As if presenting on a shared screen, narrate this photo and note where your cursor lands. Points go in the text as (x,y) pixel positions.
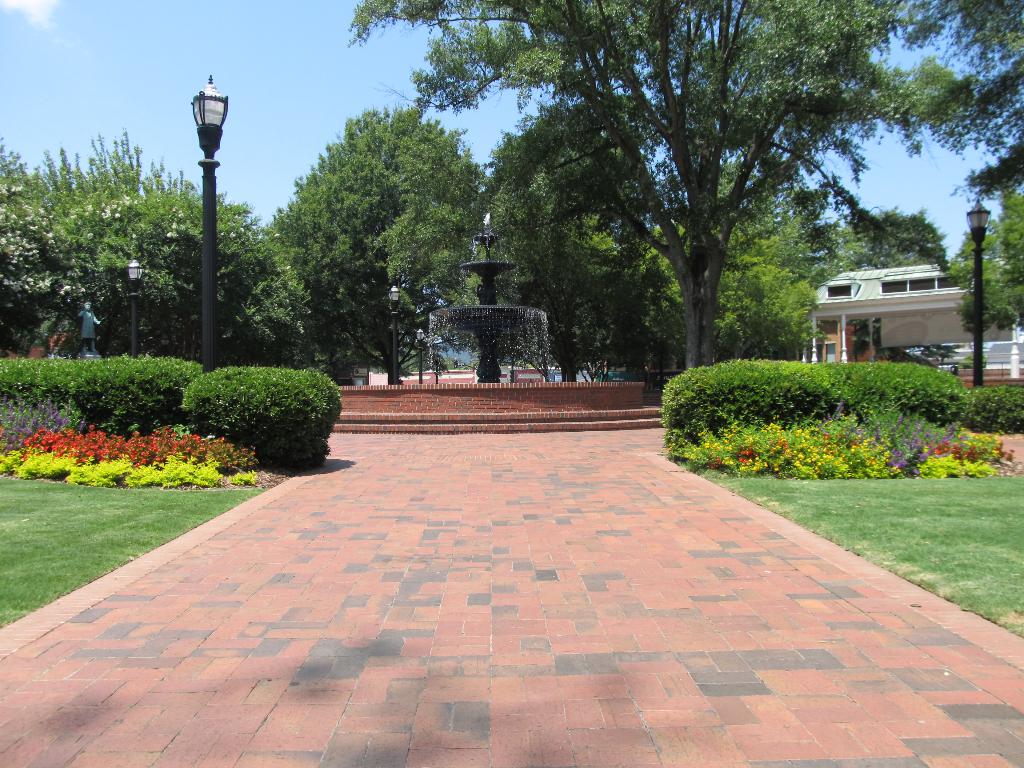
In this image we can see a fountain (490,316), few light poles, trees (359,122), plants (158,389), grass (944,525) and the sky (341,103) in the background (288,71).
